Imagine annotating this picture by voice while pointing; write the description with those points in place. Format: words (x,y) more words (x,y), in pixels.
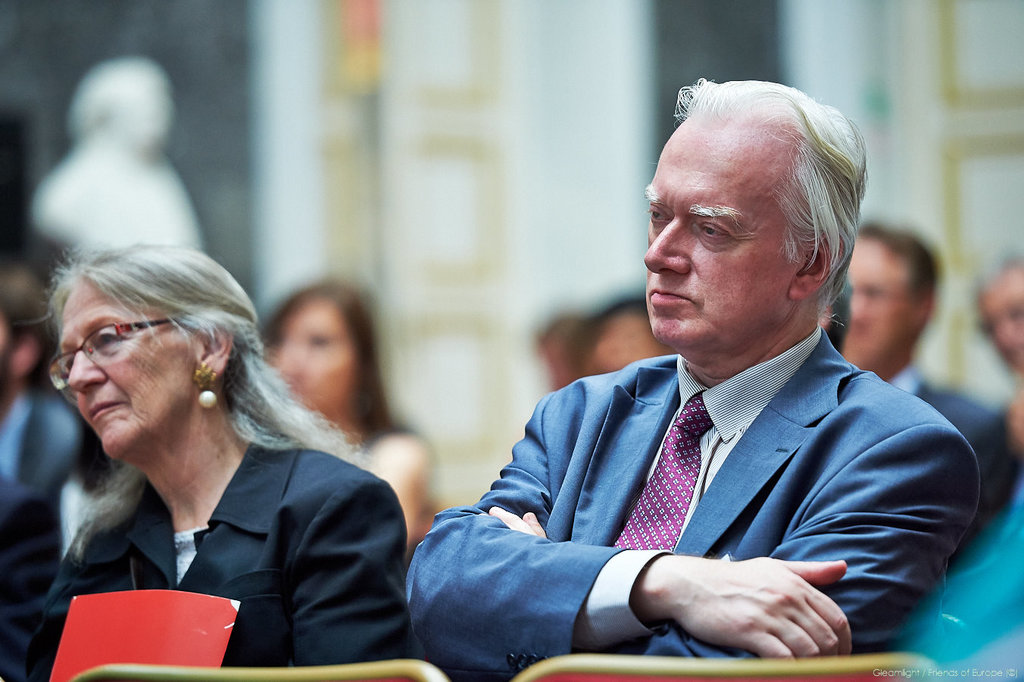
In this image people (628,302) are sitting on chairs (622,678), in the background (285,47) it is blurred.
